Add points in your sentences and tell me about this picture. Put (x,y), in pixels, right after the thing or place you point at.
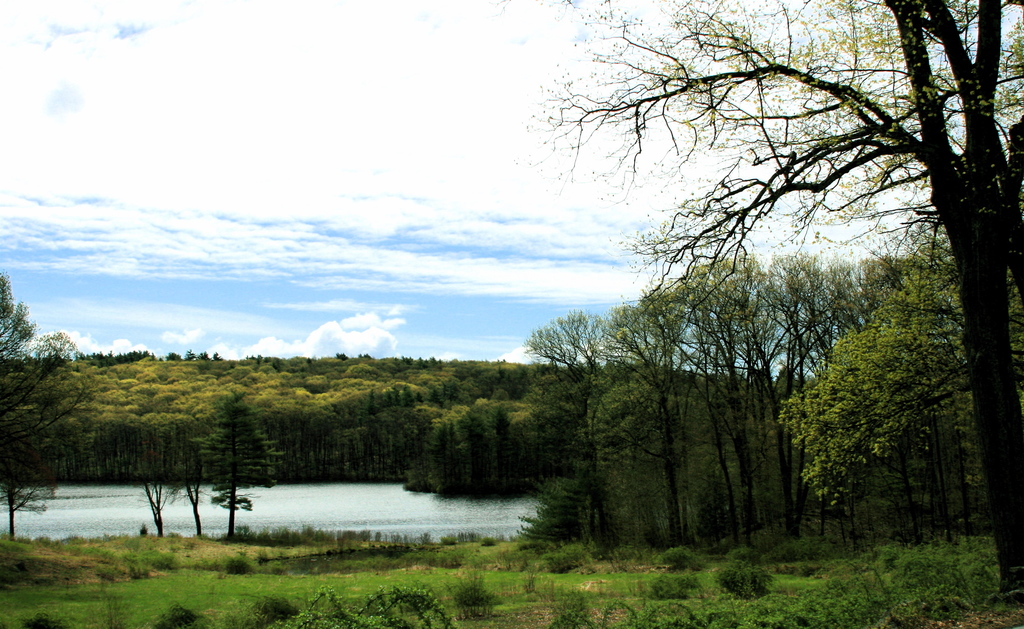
In this image we can see grass (204,589), plants (408,594), water (348,498) and in the background of the image (410,403) there are some trees (367,385), cloudy sky (336,255).
